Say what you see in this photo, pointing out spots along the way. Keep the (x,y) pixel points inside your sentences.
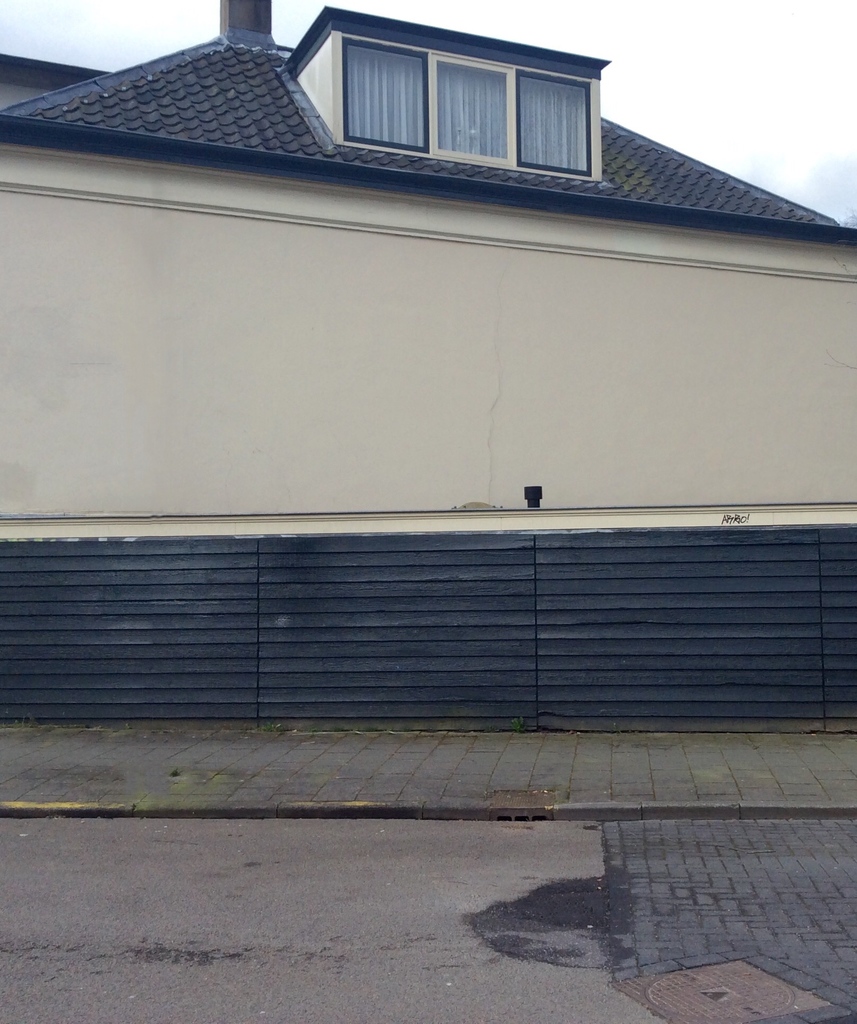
In this image we can see a house (218,302). At the top of the image (670,48) there is sky (748,17). At the bottom of the image (503,886) there is road (386,919). There is a pathway (496,760).
